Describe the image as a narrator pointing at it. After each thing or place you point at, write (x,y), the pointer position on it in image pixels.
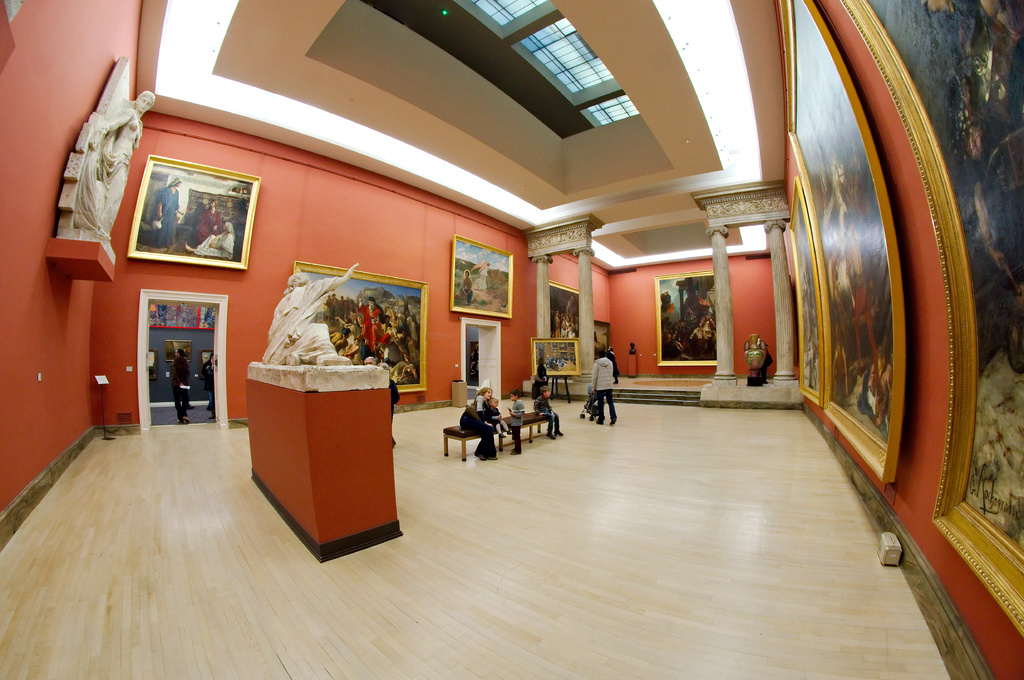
In this image I can see a group of people (492,444), bench (529,423) and a sculpture (288,364) on the floor (425,541). In the background (322,212) I can see wall paintings (1004,381), statue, wall (382,243) and a rooftop (616,64). This image is taken may be in a hall (590,427).
